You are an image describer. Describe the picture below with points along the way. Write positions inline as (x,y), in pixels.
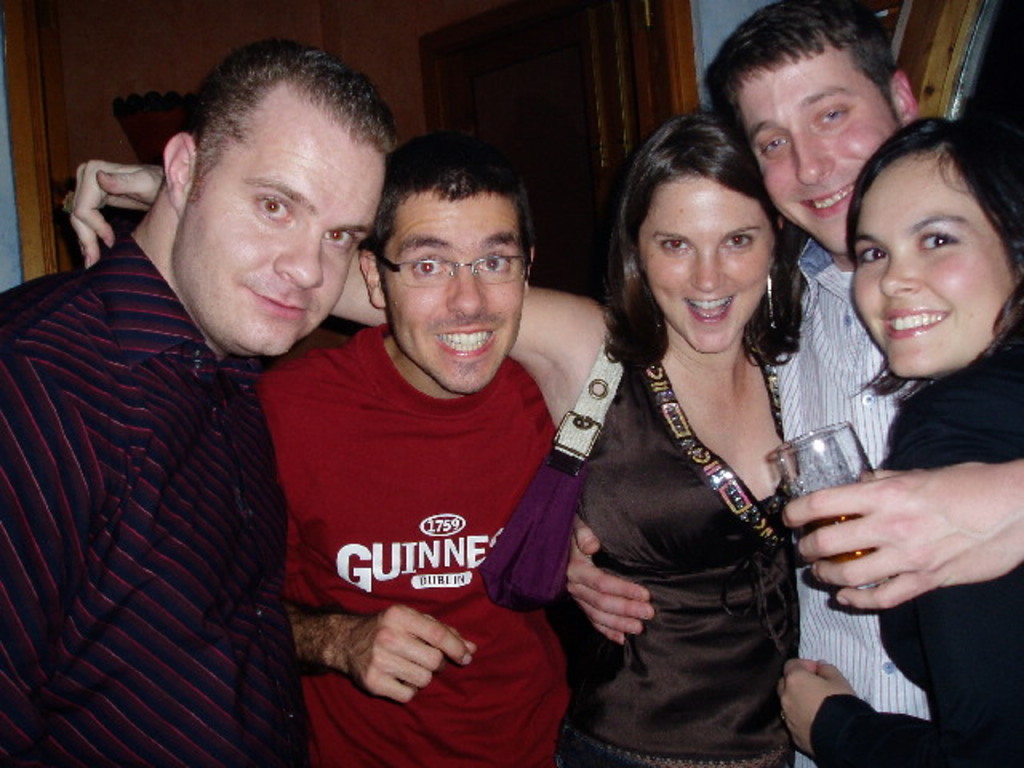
In this image I can see five people (723,169), three men (482,179) and two women (674,276) standing and giving pose for the picture.
